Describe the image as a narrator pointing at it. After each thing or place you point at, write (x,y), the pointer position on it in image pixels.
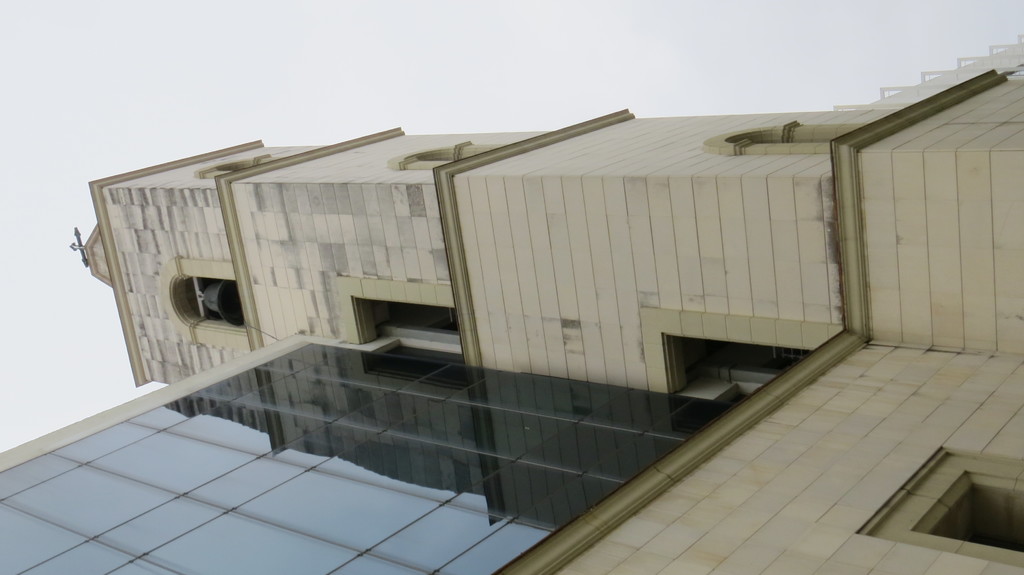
In this picture we can see church (309,231). On the left (237,297) there is a bell (237,310). Here we can see cross mark (83,253). At the top (389,22) we can see sky (525,77) and clouds (543,78).
